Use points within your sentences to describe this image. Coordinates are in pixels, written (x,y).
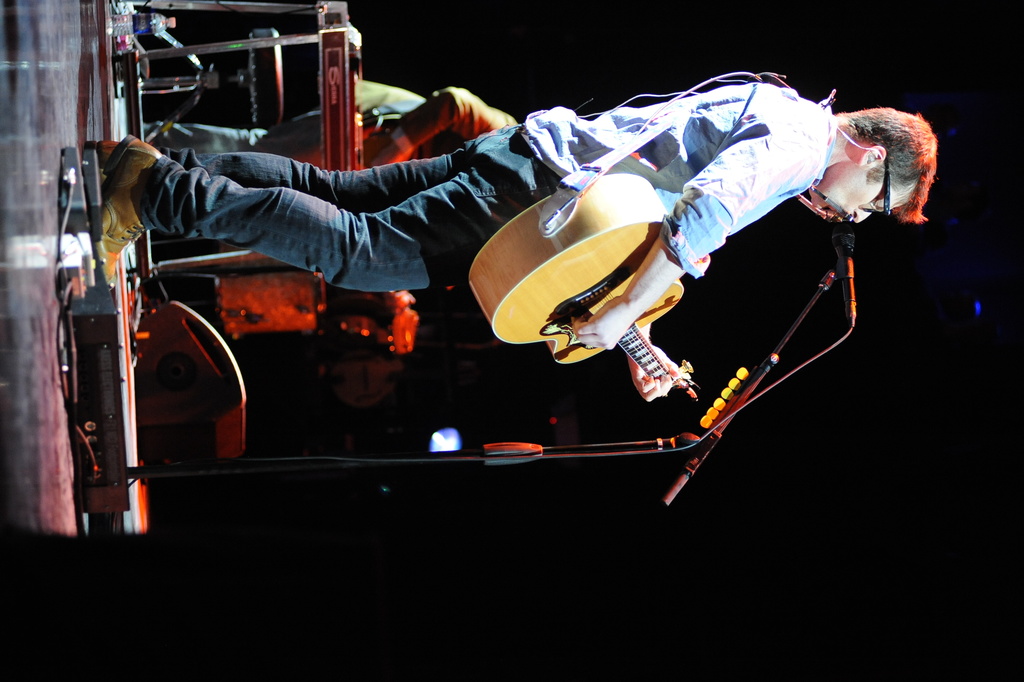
In the middle (347,235) there is a man (523,184) he wear shirt (646,168), trouser (299,207) and shoes (136,219), he is playing guitar (630,336). In the back ground (409,127) there is a person (408,144), keyboard (329,88) and some musical instruments (322,314). In the middle (550,451) there is a mic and mic stand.
